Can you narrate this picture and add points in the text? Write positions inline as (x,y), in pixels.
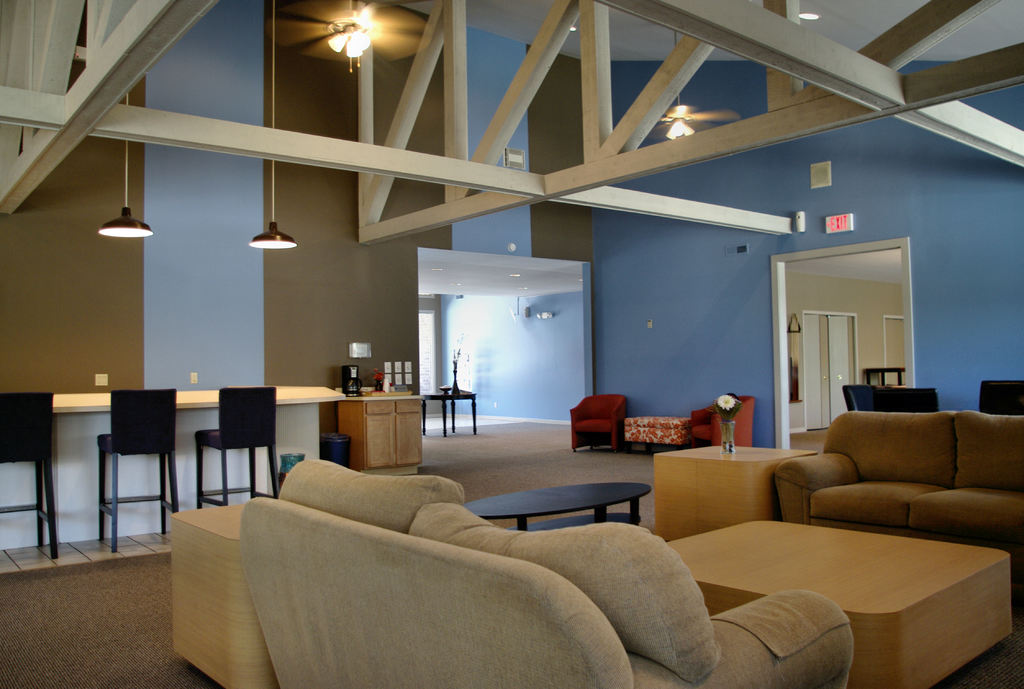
In this image I can see a hall (502,489) with couch (533,594), teapoy (576,506), chairs (231,439), flower vase (735,411), lights (675,132), cupboard (370,430) and the table (449,424).
